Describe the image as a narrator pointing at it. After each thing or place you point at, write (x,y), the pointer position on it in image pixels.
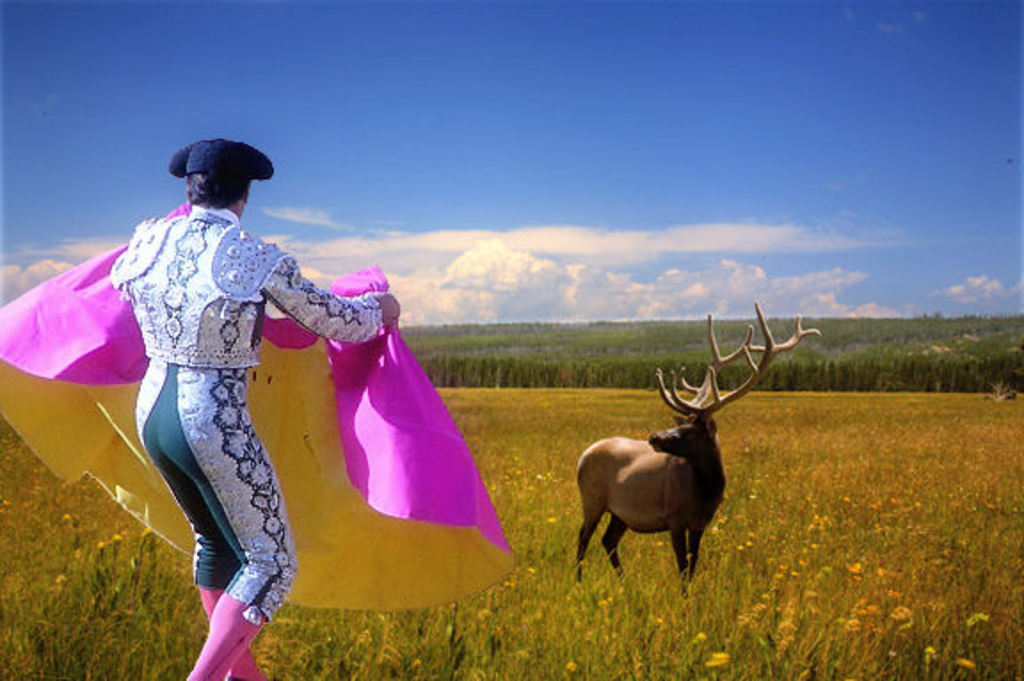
This is an edited image. I can see a person (233,520) standing and holding a cloth (342,419). In front of the person (257,525), there are plants (566,469) with flowers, trees (598,362) and a deer (652,516). In the background (598,208), there is the sky (541,221).
